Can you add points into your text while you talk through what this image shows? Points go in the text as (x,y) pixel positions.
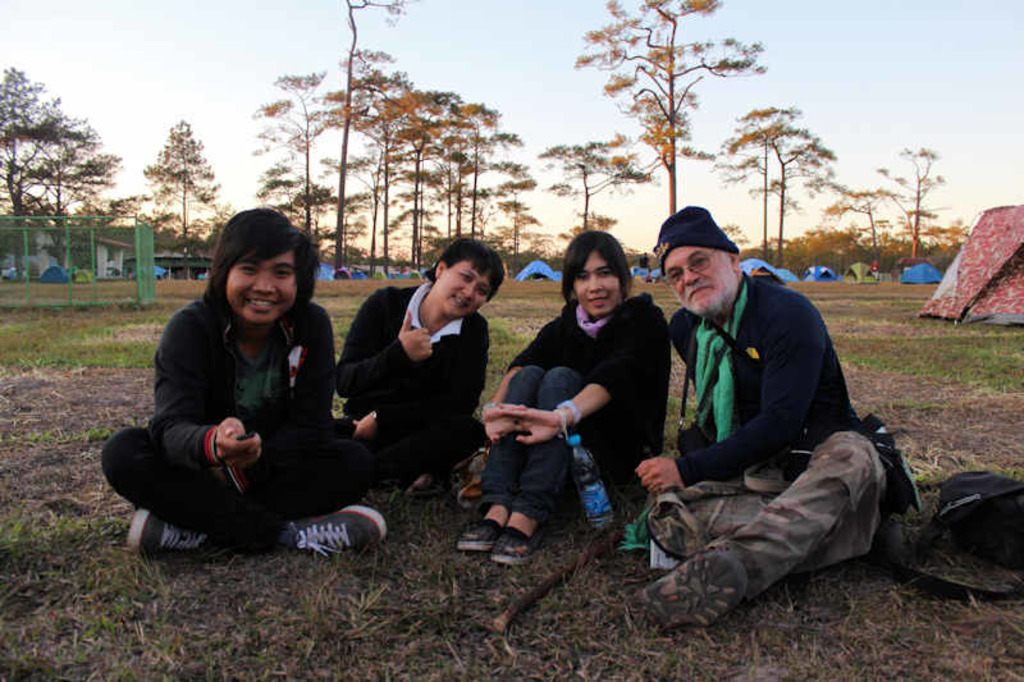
This image is taken outdoors. At the top of the image (202,77) there is the sky (463,51) with clouds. At the bottom of the image (145,651) there is a ground (74,582) with grass (454,621) on it. In the background (847,245) there are many trees (503,242) and plants (788,242) on the ground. There are a few tents (998,279). On the left side of the image (84,258) there is a mesh (92,282). In the middle of the image (647,376) four people (379,404) are sitting on the ground (884,576) and there is a bottle (585,497).
